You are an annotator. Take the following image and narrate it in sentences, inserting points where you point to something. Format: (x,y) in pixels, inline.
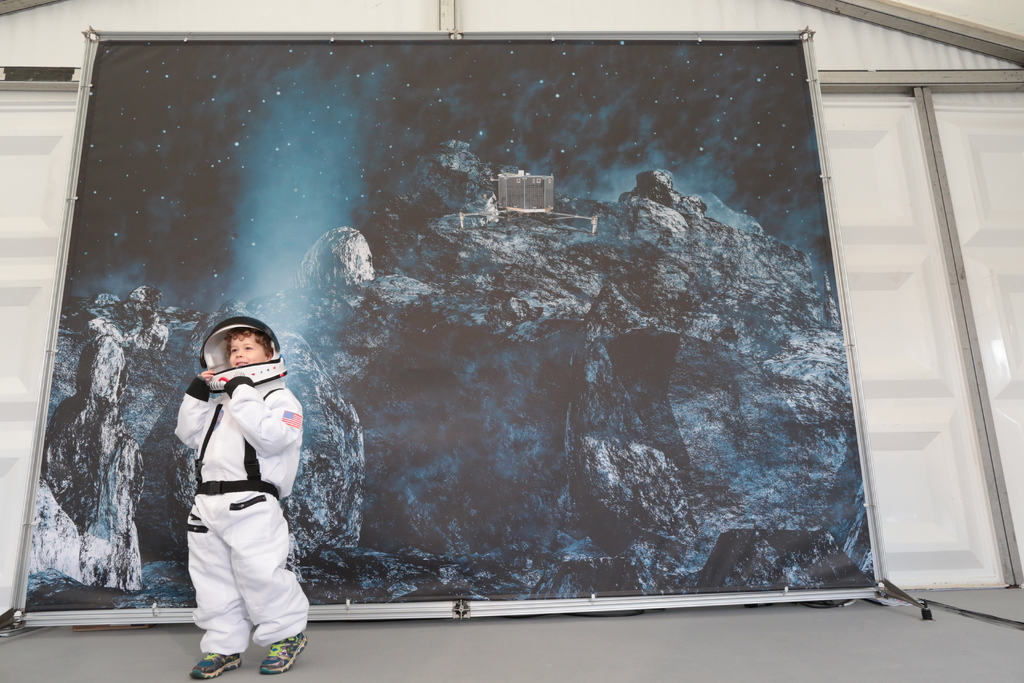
Here we can see a kid (283,628) standing on the floor (584,647). In the background (738,463) there is a banner (595,332).
